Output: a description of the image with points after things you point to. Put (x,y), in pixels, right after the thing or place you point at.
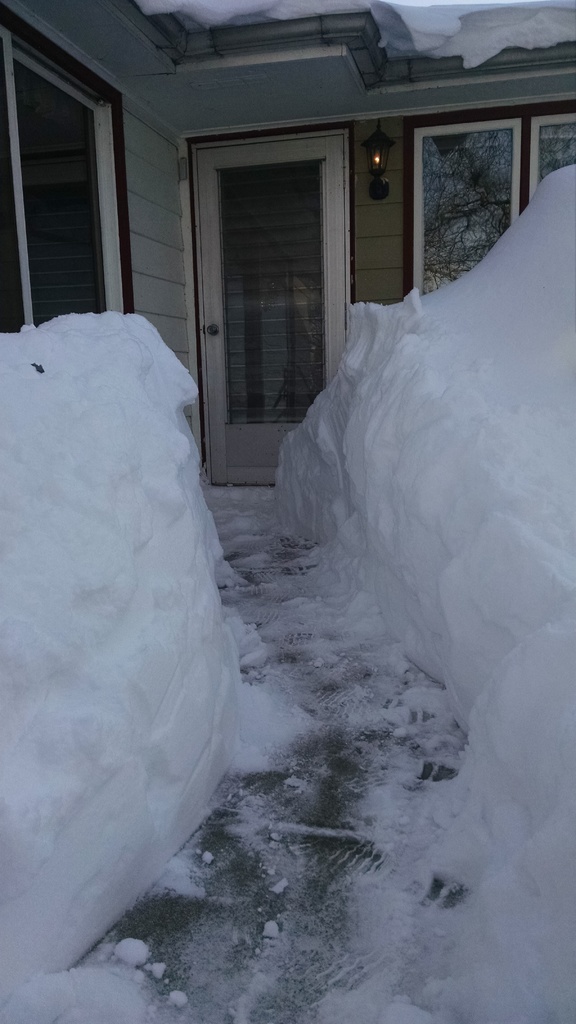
In this image there is a wall (144,189) of a house (188,146). There are windows (450,182) and a door (284,245) to the wall (138,195). There is a wall lamp (374,146) to the wall (394,181). Outside the door (267,418) there is snow (293,606) on the ground (331,702).
